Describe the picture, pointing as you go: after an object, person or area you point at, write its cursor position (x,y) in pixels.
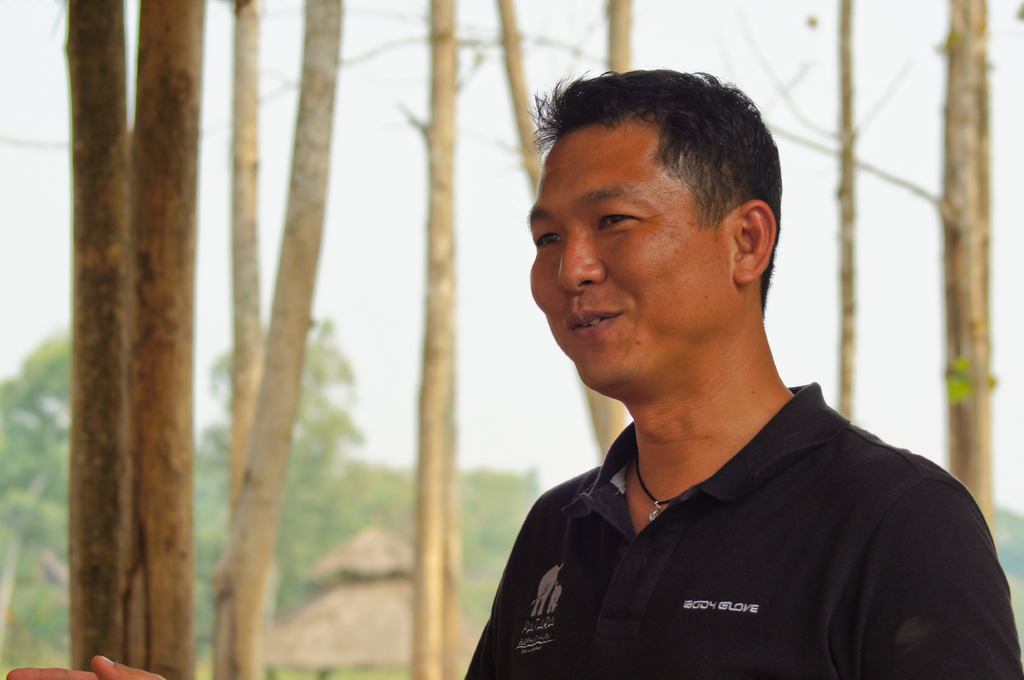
In this picture, we see the man (735,467) in the black T-shirt (717,546) is smiling. Behind him, we see the stems (237,517) of the tall trees (168,454). There are trees (493,527) and a hut (343,630) in the background (327,527). At the top (224,111), we see the sky (278,18). This picture is blurred in the background (217,365).
